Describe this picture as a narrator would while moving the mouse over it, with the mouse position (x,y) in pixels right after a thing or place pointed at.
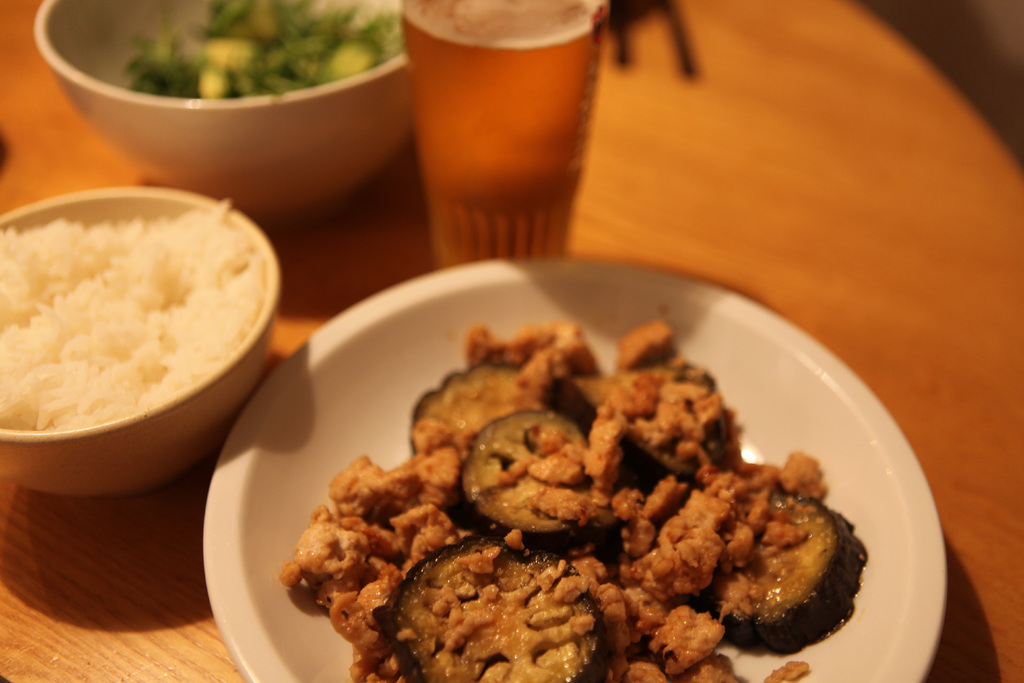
In this image I can see the plates (459,373) and bowls (234,125) with food (230,14). To the side I can see the glass (505,125). These are on the brown color surface (817,188). I can see the blurred background (994,46).
